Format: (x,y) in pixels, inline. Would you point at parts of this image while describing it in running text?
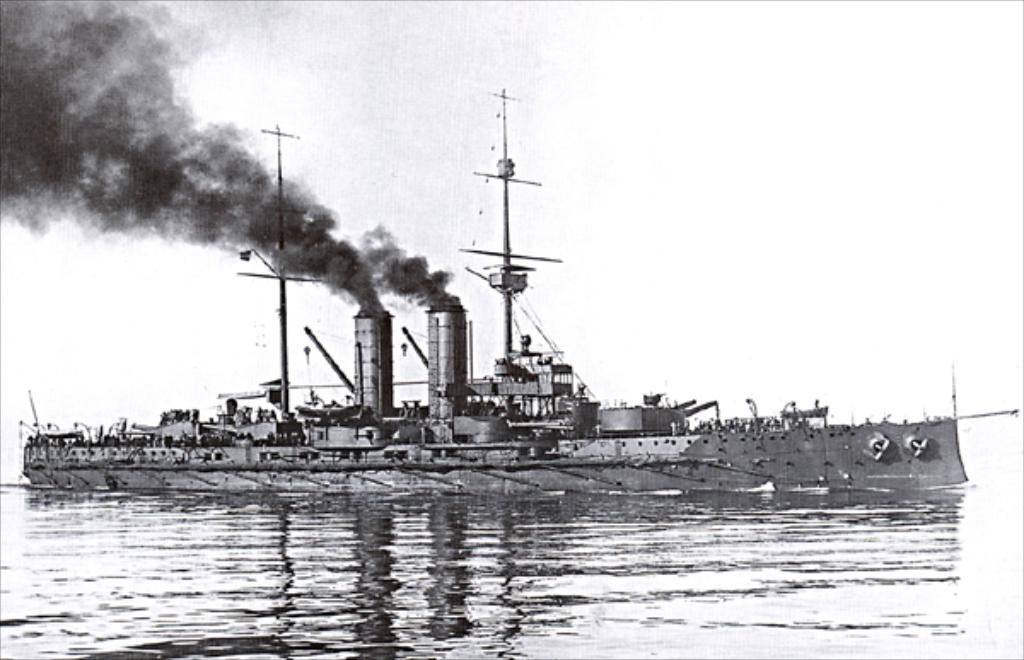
In this image I can see the black and white picture of a ship (456,385) on the surface of the water (425,535). I can see the black smoke (397,293) coming from the ship (371,320) and in the background (427,91) I can see the sky (685,187).
